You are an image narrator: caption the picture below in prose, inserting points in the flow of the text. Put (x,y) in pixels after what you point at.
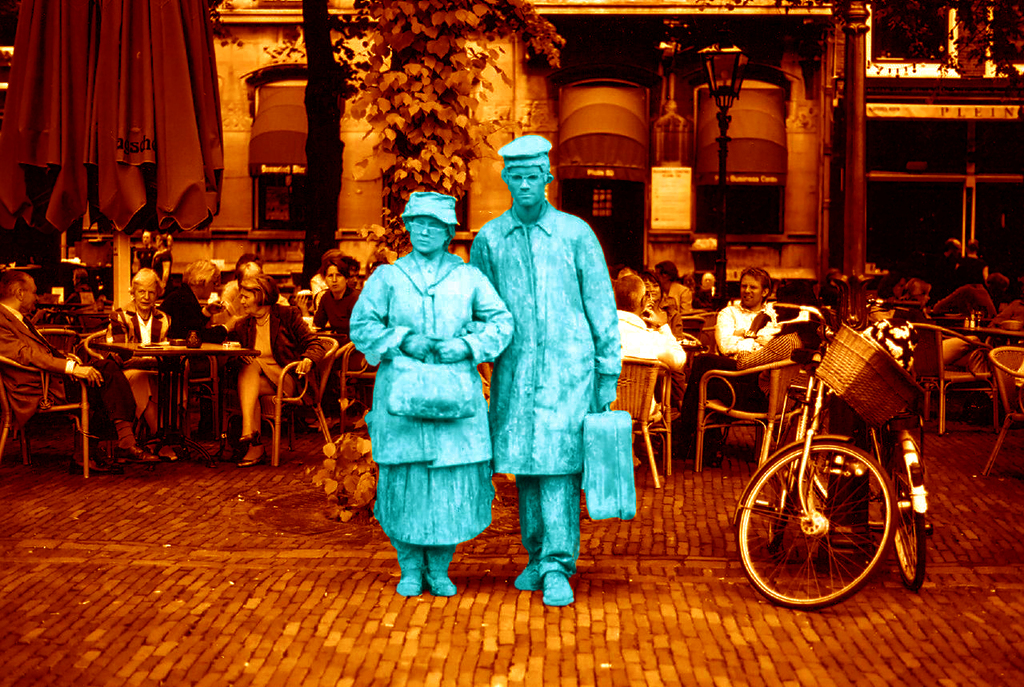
In front of the image there are two people (521,318) standing by holding bags (404,407) in their hands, beside them there are two cycles (804,432), behind them there are a few people (256,336) seated in chairs (103,330) in front of tables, behind them there are trees (441,135), lamp posts (857,108), buildings (842,121) and curtains (129,132).
